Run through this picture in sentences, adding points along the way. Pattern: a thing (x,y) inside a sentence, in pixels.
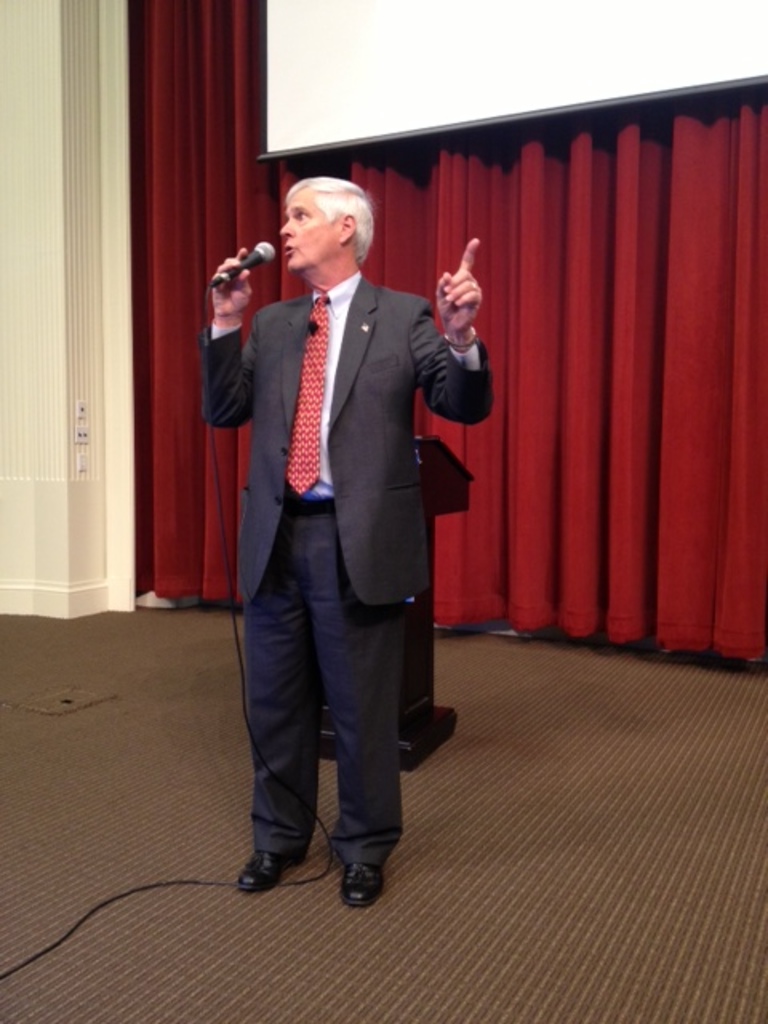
In the image we can see there is a person (406,548) standing and he is wearing formal suit (349,420). The man (256,388) is holding mic (262,250) in his hand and behind there is podium (443,495) kept on the ground (468,865). There is red colour curtain (650,417) on the wall (8,201).
